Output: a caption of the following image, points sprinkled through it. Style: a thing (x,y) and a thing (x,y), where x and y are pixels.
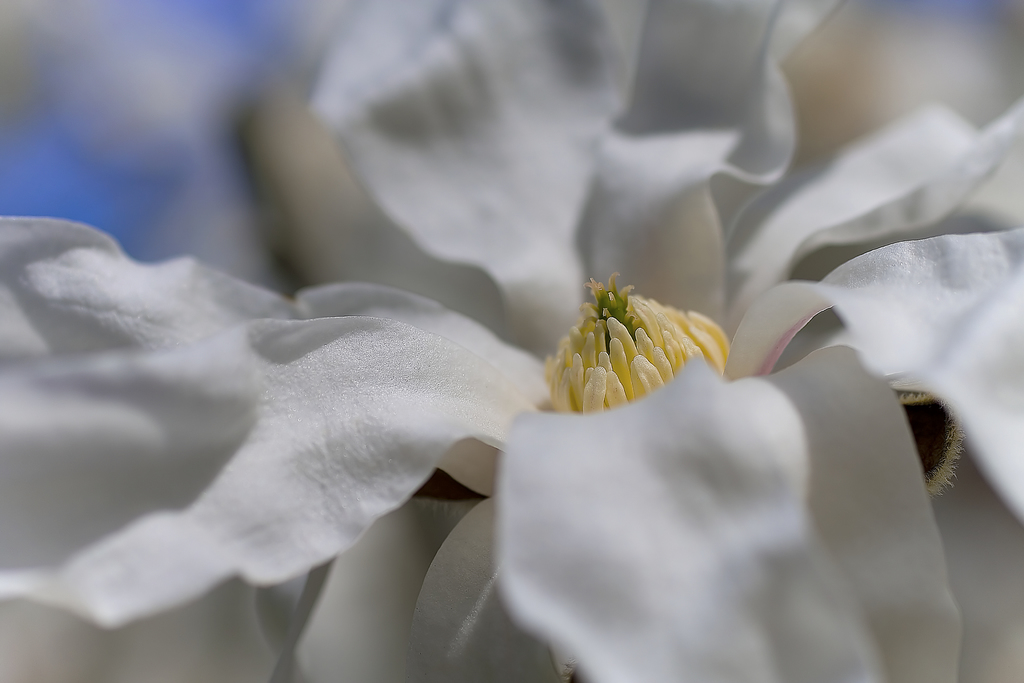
In this image, we can see a flower (633,412) which is in white color. In the left corner (122,97), we can see blue color.
